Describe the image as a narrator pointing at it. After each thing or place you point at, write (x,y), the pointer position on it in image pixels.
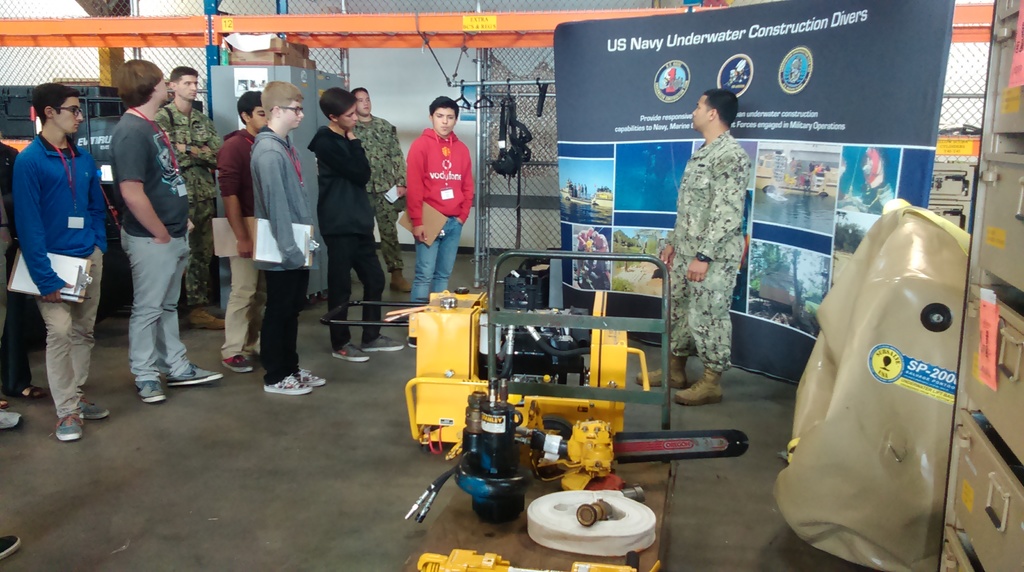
In the center of the image (555,312) there are machines (501,344). To the left side of the image (182,81) there are people (261,146) standing. In the background of the image (430,85) there is wall (412,52). There is a fencing (68,53). To the right side of the image (960,557) there is a locker (1000,46). There is a banner (612,60) on the fencing (66,70). In front of which there is a person (686,231) standing wearing a uniform (687,236). At the bottom of the image (228,511) there is floor (159,515).
